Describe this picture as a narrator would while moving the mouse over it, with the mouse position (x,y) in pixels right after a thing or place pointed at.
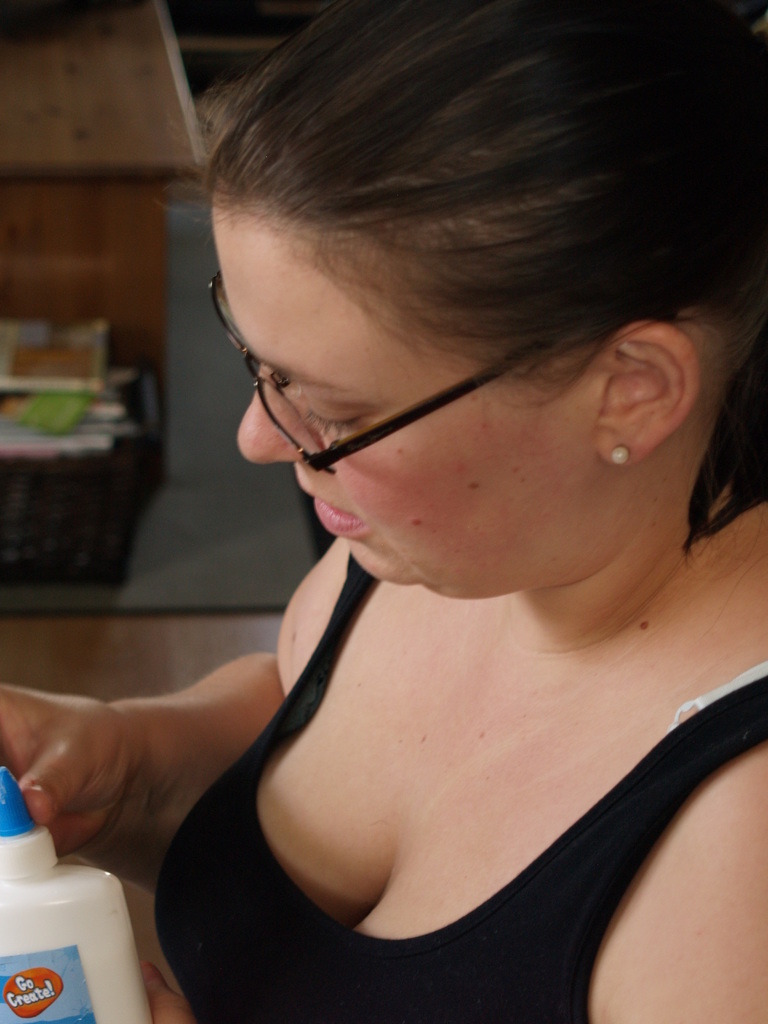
In the center of the image (488,435), we can see a lady (467,577) wearing glasses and holding a bottle (60,945) and in the background (75,331), there are some objects (109,416) on the table (52,218).
